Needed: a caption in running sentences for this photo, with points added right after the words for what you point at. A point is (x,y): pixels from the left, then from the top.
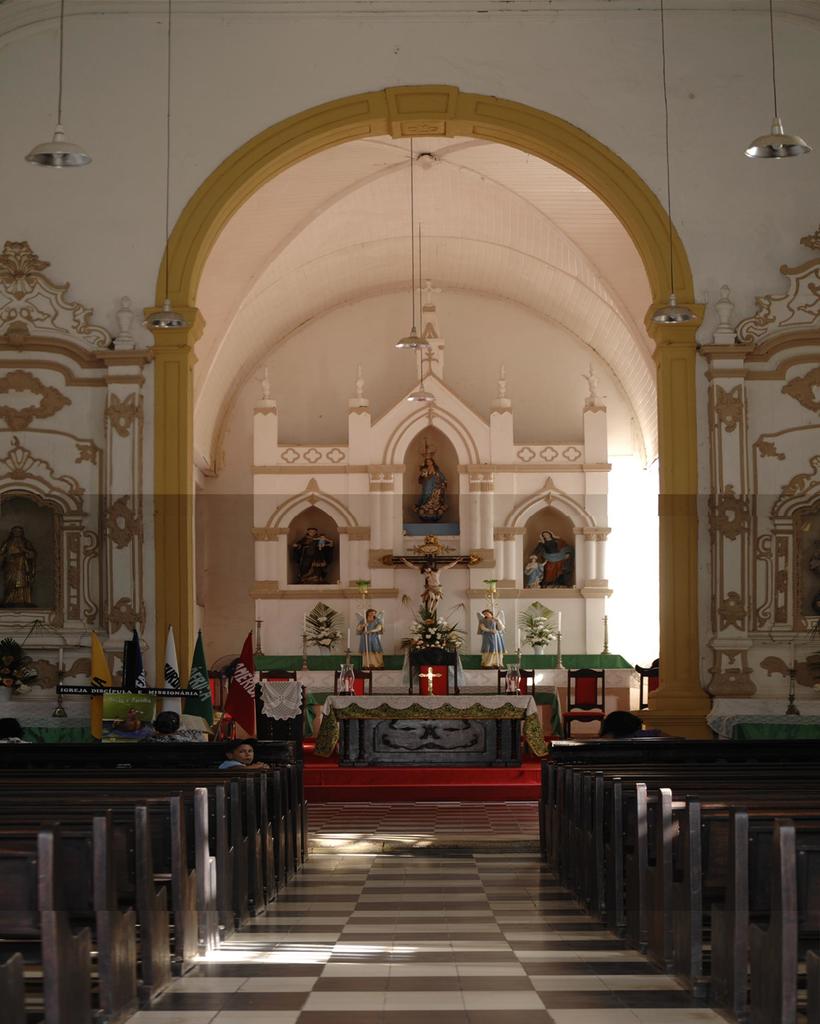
In this picture we can see benches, here we can see people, flags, statues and in the background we can see a wall (558,496).
